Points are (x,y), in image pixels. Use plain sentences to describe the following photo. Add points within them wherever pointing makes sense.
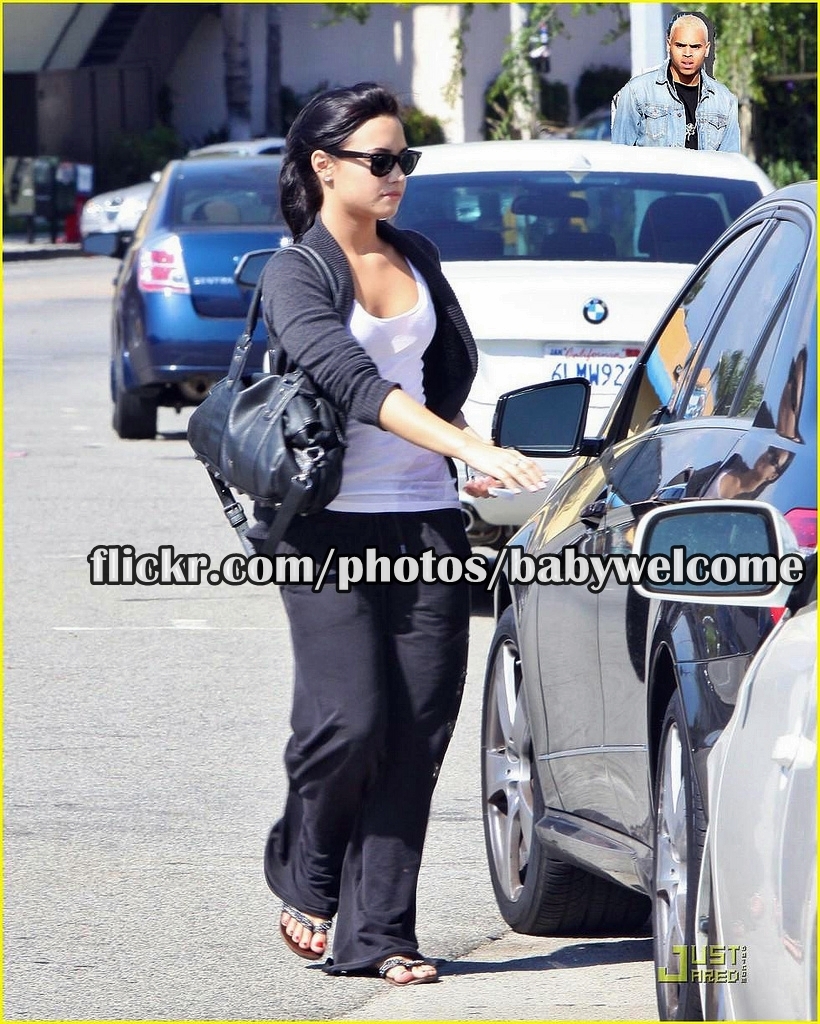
This is an edited image, in this image there are cars (564,325) on a road (253,746) and people (377,427) are standing on a road (46,566), in the middle (443,555) there is some text (272,569), on the bottom right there is some text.
